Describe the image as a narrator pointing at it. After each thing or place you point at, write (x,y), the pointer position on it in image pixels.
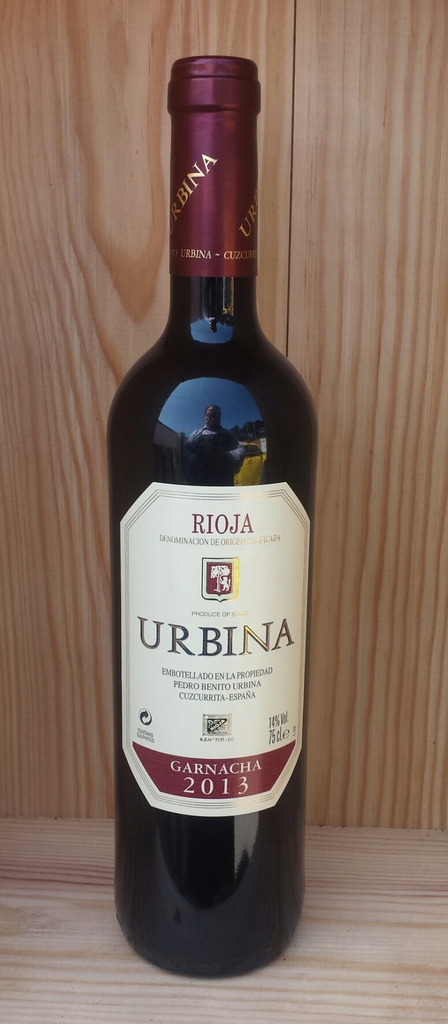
In this image I can see the bottle (237,787) on the wooden surface (259,983) and the bottle (263,521) is in black and maroon color. In the background (36,272) I can see the wooden wall (36,398) and the wall (44,660) is in brown color.
